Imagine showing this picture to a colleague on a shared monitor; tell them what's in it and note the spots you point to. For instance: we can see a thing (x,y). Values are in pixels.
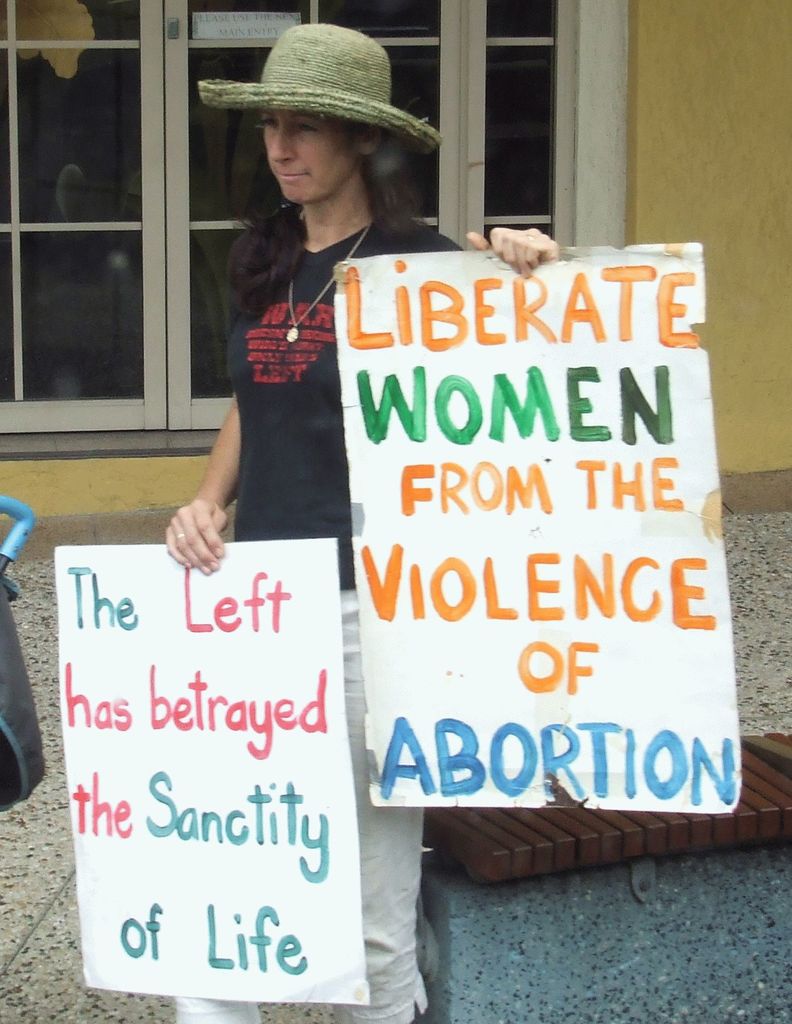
Here we can see a woman (292,166) holding posters (583,500) with her hands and she wore a hat (336,115). This is floor (67,874). In the background (752,378) we can see a wall (726,197) and a door (191,121).
